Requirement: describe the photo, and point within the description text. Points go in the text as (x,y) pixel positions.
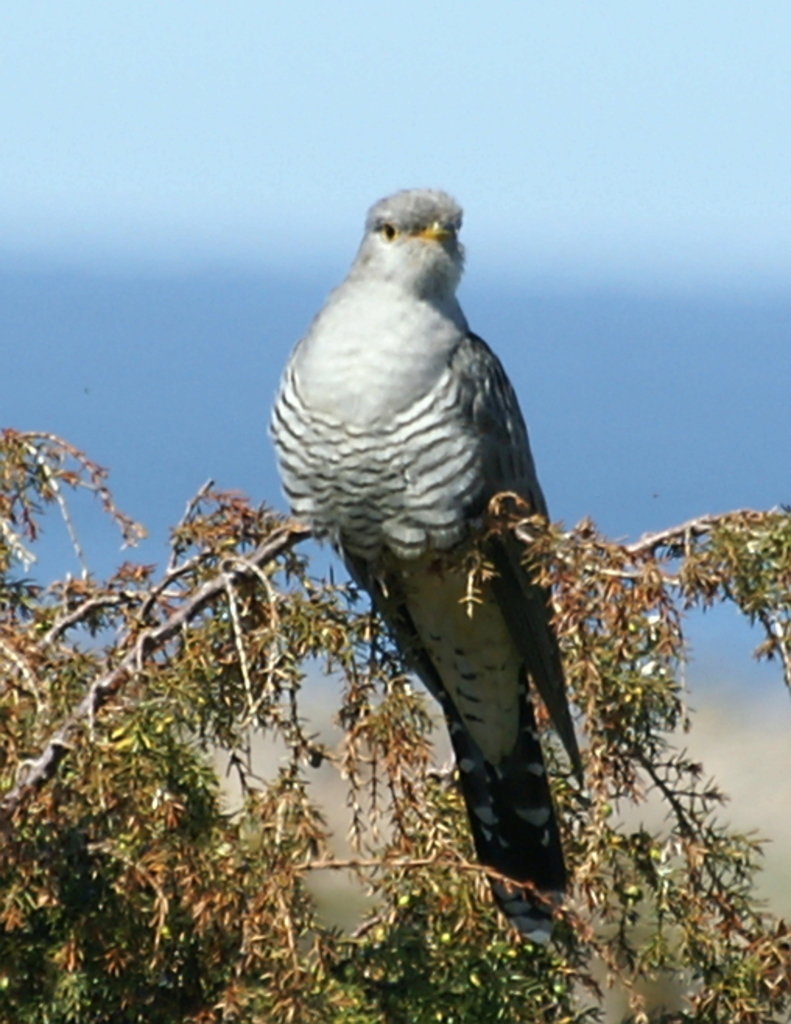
In this picture I can see a bird (323,459) on the tree (271,523) and a blue sky (480,238) in the background (442,79).
